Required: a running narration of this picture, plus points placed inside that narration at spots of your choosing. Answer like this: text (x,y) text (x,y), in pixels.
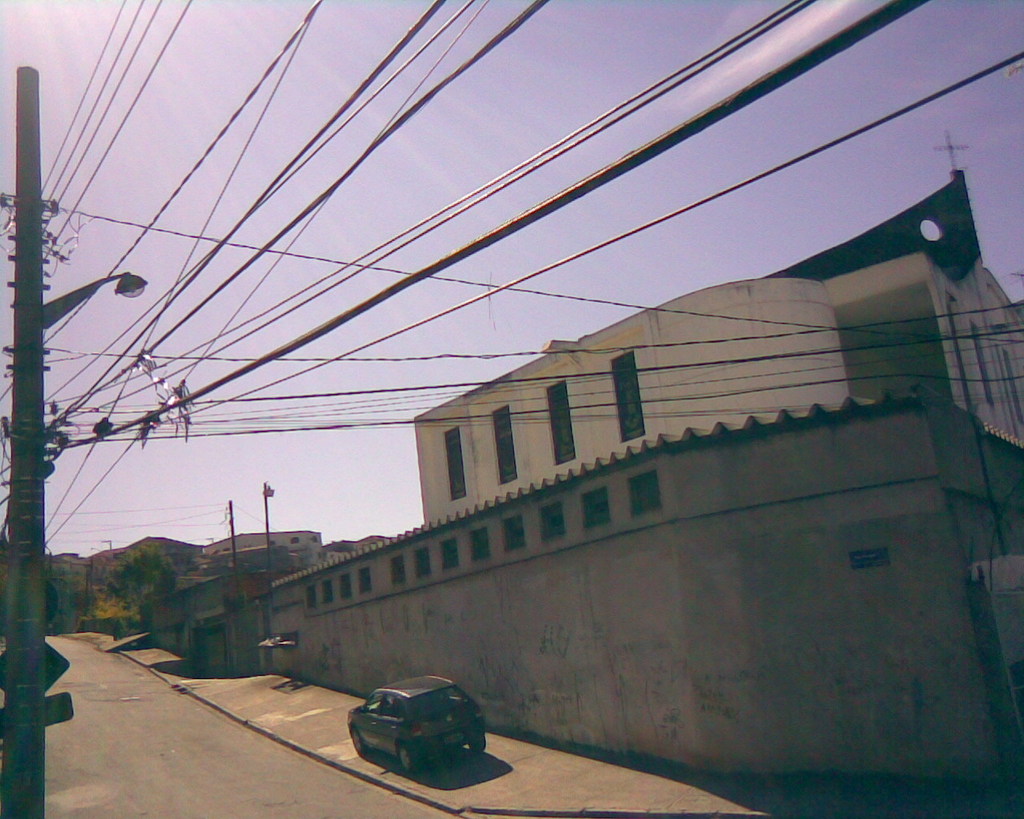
In the foreground of the picture (63,215) there are cables (227,240), current pole (20,303), and a street light (57,319). In the center of the picture (600,459) there are buildings (293,567), trees (123,569), vehicle (357,709), footpath (326,740) and road (160,760). Sky (491,210) is sunny.
